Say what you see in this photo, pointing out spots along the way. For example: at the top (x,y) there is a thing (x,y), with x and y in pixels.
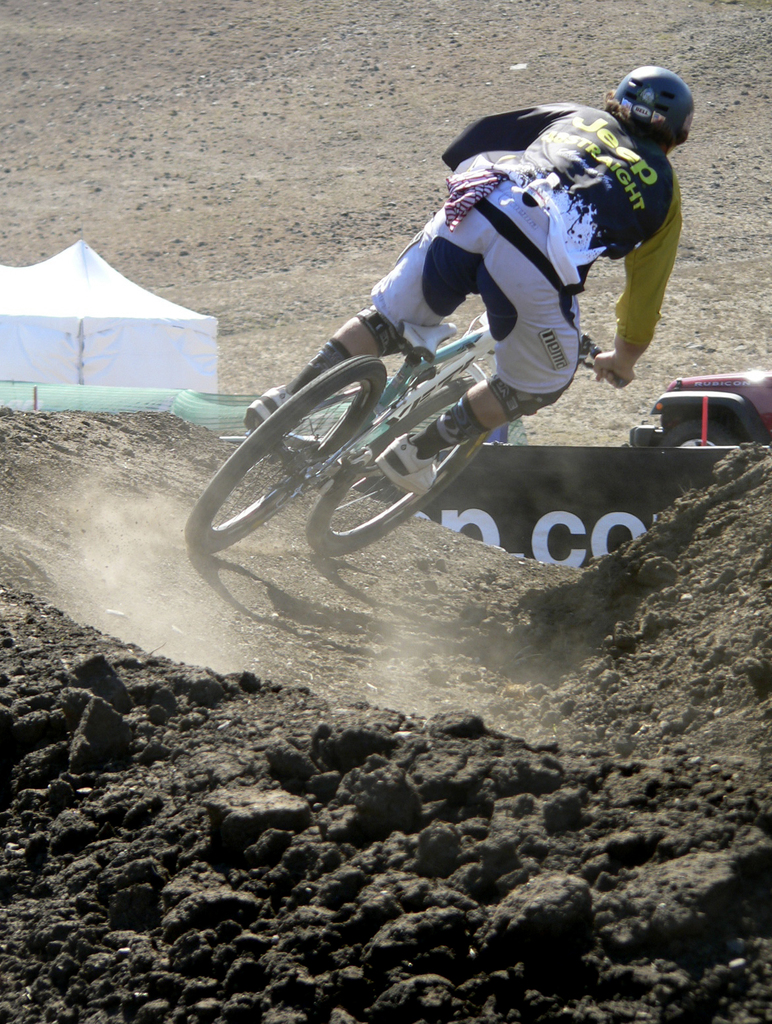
In this image we can see a person (413,263) riding a bicycle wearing a helmet (671,124). At the bottom of the image (383,812) there is mud (393,940). In the background of the image (188,355) there is a color tent (157,357). There is a vehicle (670,386). There is an advertisement board (597,490).
